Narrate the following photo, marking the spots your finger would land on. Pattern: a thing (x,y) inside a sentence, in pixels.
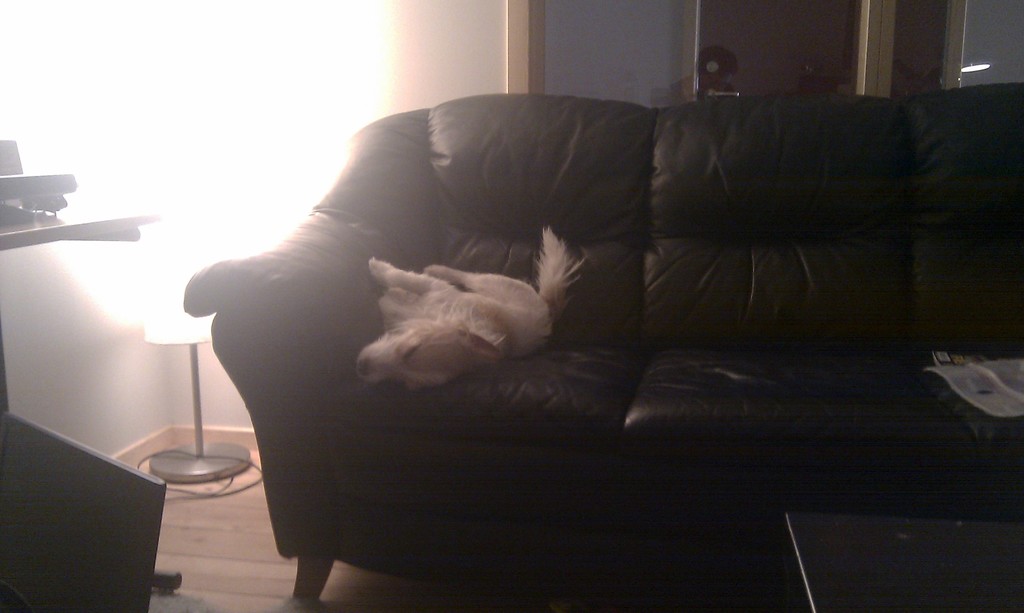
This picture is clicked inside the room (460,414). In middle of picture (673,256), we see a black sofa (705,258) on which a white dog (526,287) is sleeping. Beside that, we see a lamp (197,245). Beside that, we see chair (102,578) and behind the sofa (499,100), we see a white wall (502,52).
